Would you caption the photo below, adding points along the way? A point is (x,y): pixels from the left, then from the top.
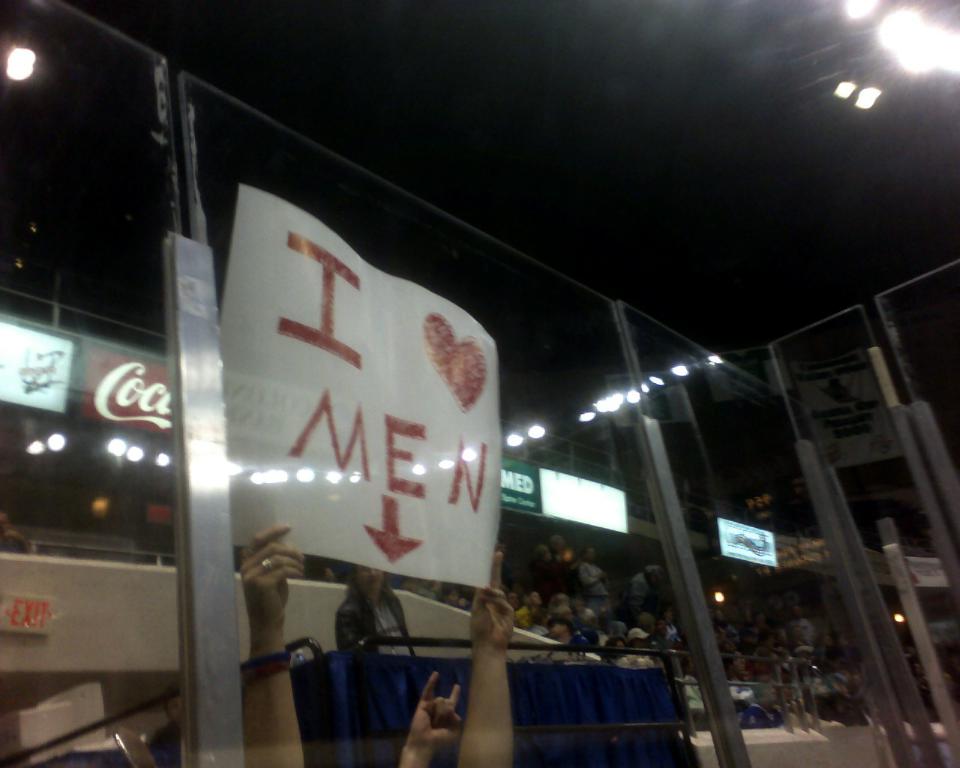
In this picture we can see only person hands (474,683) and the person (479,614) is holding a board (370,406). In front of the person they are looking like glasses (917,544) and poles (897,544). Behind the person (484,595) there are a group of people (655,589), boards (540,498) and lights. Behind the boards (521,484), there is the dark background (533,15).
